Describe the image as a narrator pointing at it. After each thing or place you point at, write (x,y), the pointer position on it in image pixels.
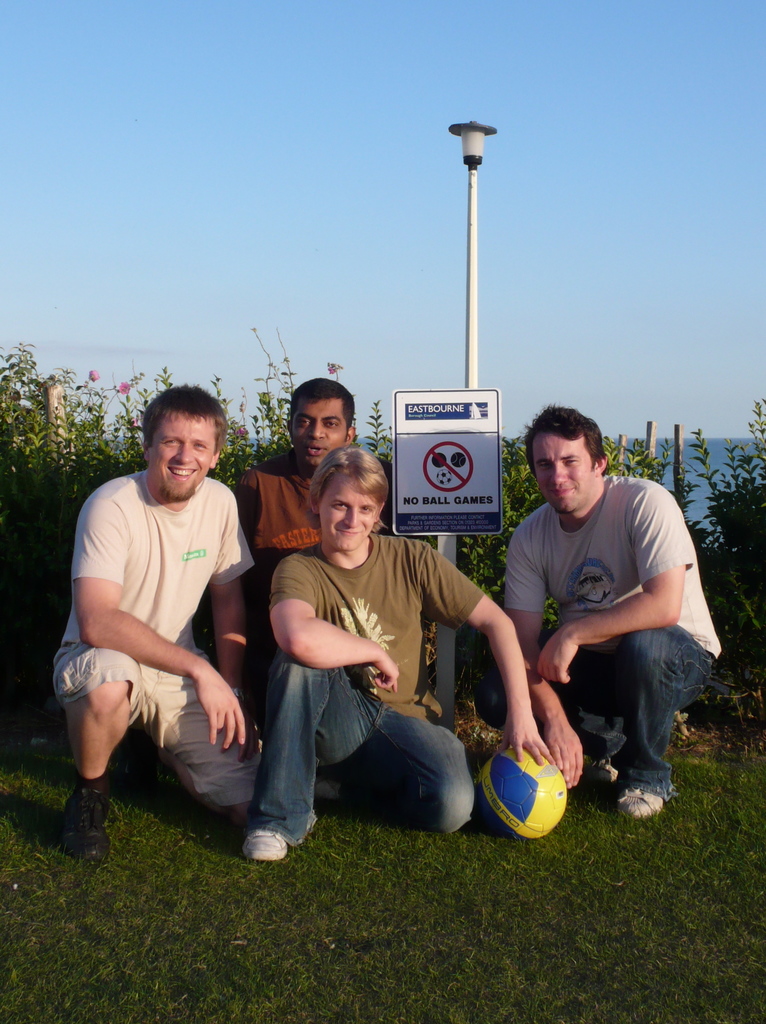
In this picture we can see some persons (368,639) on the ground (582,916). This is grass (609,903), and there is a ball (525,810). These are the plants (727,634) and there is a pole (477,247). On the background (296,157) we can see sky (552,140).
